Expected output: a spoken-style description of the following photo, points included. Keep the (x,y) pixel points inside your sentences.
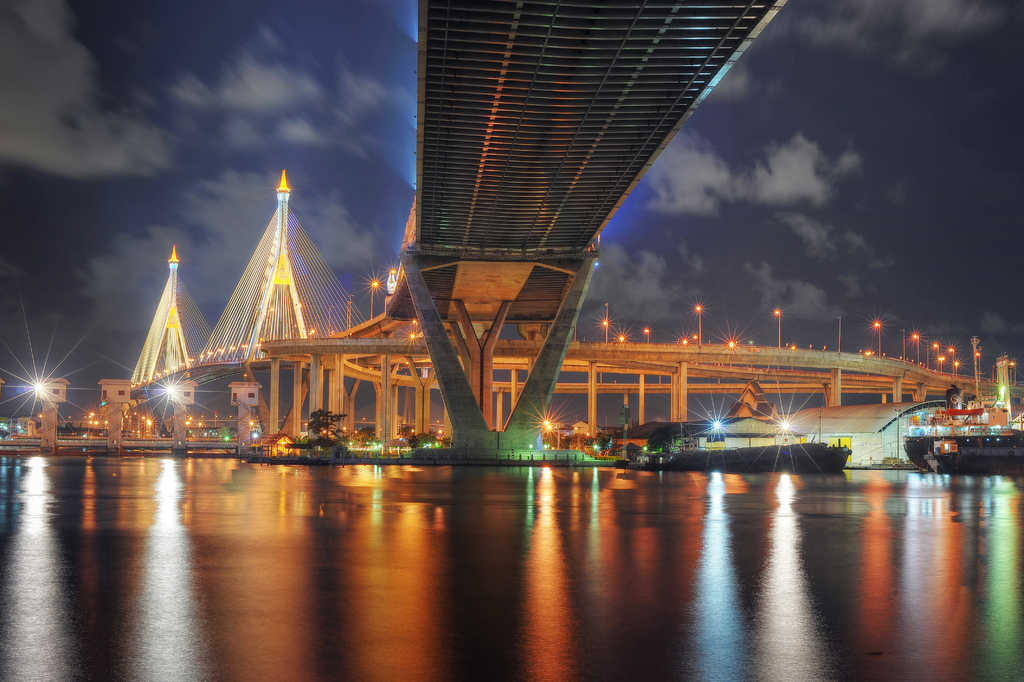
In this image we can see few bridges (798,352). There are many street lights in the image. There are few trees (317,436) in the image. There are few watercraft (842,462) at the right side of the image (829,444). We can see the reflection (503,474) of the bridge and the lights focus on the water surface (286,514). We can see the clouds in the sky (883,228).
